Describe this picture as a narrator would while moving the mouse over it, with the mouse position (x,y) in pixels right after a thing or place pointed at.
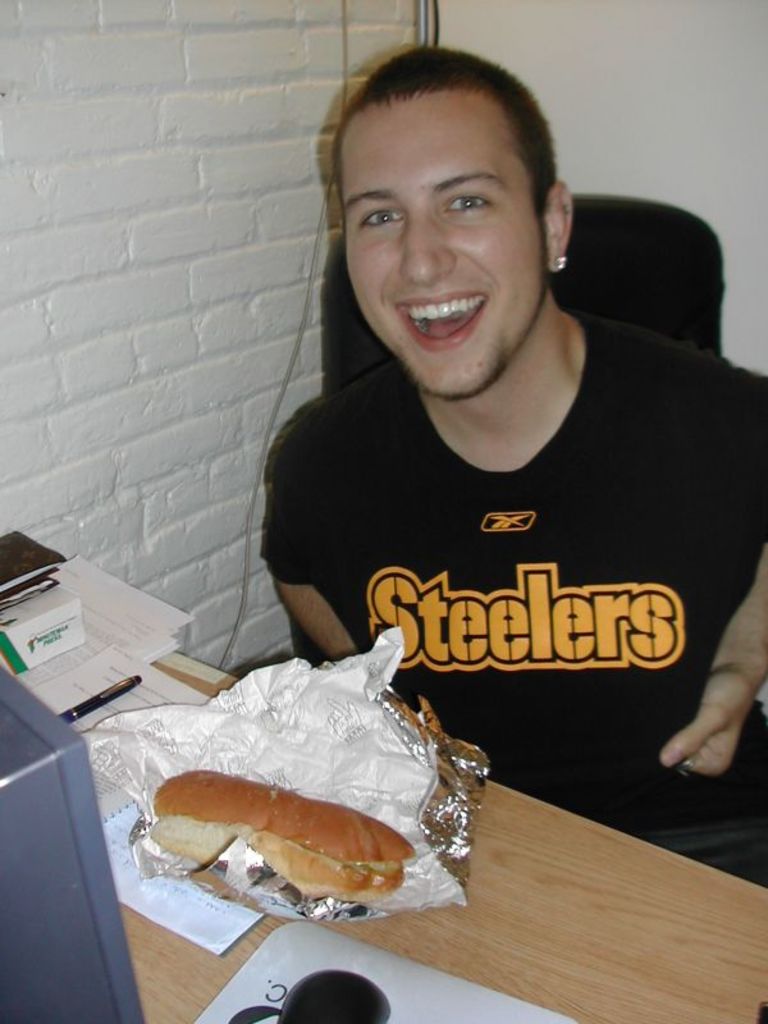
On the right side of the image (596,325) a man (463,335) is sitting on a chair (681,316). On the left side of the image (125,309) we can see a wall (55,223). At the bottom of the image (691,968) there is a table (638,970). On the table (531,930) we can see mouse (337,1000), some food (375,829), paper (383,733), books (5,564), pen (68,714), screen (48,807) are present.
